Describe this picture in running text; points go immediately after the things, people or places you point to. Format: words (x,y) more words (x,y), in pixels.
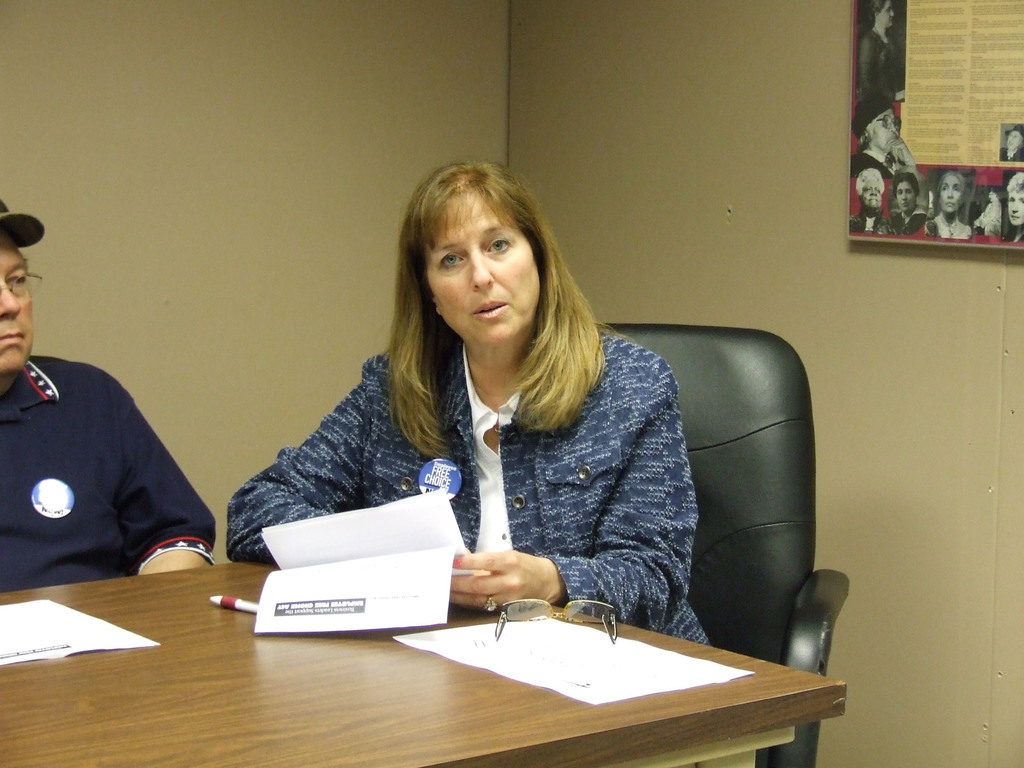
In this image a woman (614,587) is sitting on chair (755,528) before a table (743,736) by holding papers (380,598). Specs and a pen (230,598) are on table (362,741). At the left side of the image (189,546) a person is sitting by wearing a cap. At the top right corner (877,210) there is a poster (906,118) fixed to the wall (637,115).
